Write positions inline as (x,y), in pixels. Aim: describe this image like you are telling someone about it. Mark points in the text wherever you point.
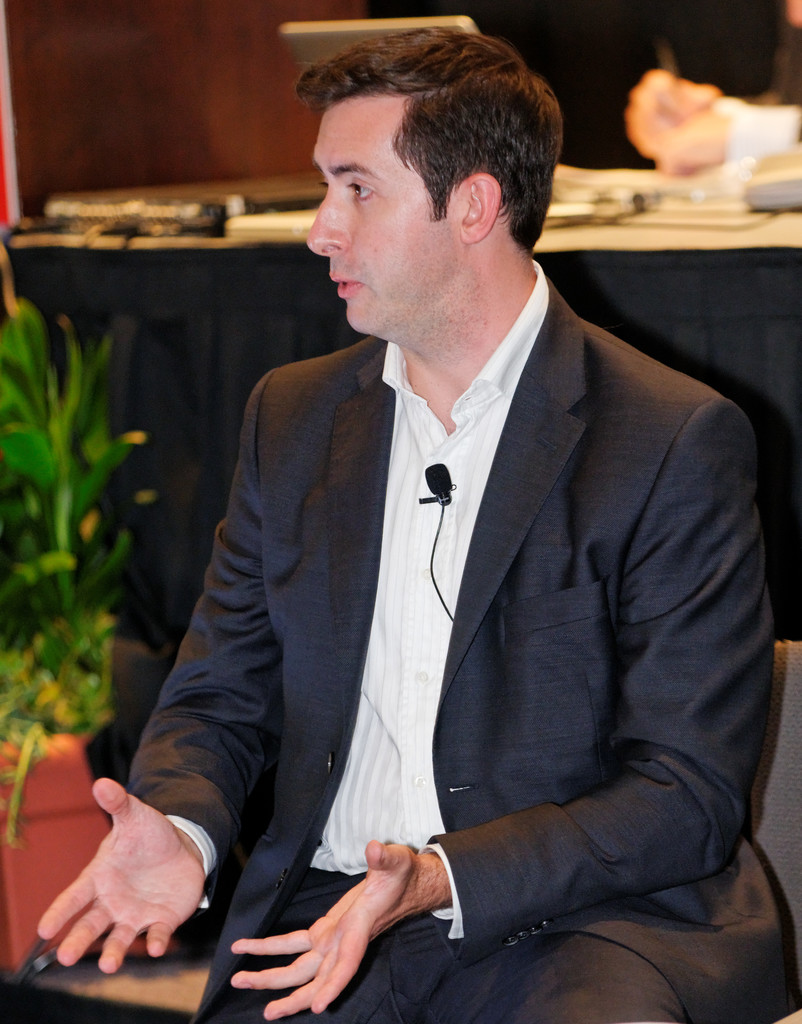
In this image I can see a person (438,553). On the left side (93,603) I can see a plant (81,565). I can see some objects (634,199) on the table (646,259).
